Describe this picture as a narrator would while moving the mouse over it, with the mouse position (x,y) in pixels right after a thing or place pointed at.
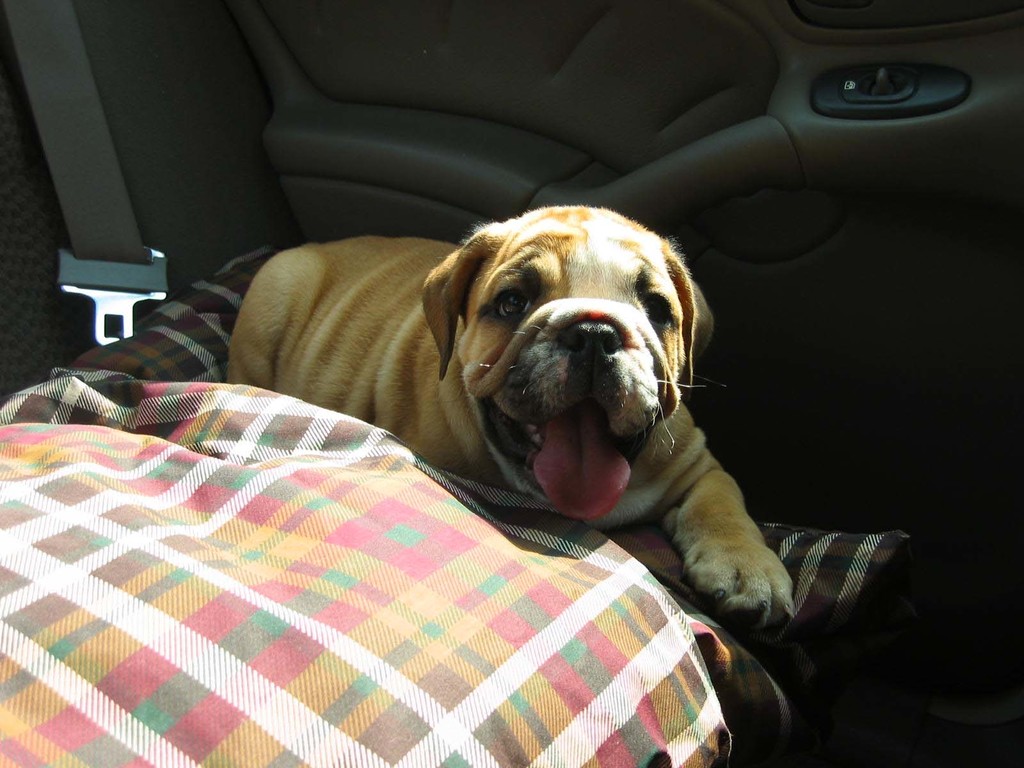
There is one dog (559,344) and a cloth (405,577) is present on the seat (233,319) of a car (584,110) as we can see in the middle of this image (371,263).
